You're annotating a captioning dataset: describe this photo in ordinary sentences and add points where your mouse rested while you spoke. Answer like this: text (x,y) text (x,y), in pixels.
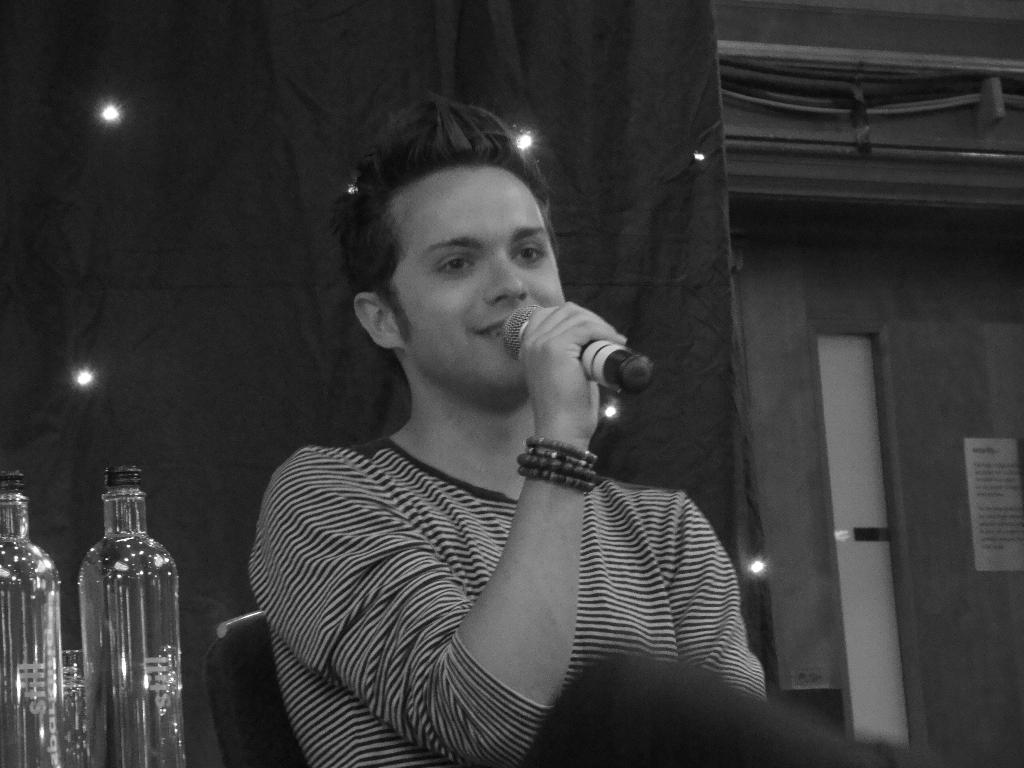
There is a man (511,406) in t-shirt (702,580) sitting, holding a mic (504,335) and talking. Beside him there are bottles (43,719) on the table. In the background (289,171), there are lights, black color sheet (627,134), building (985,253), poster (970,497) on the wall (963,499) and a door (844,397).
